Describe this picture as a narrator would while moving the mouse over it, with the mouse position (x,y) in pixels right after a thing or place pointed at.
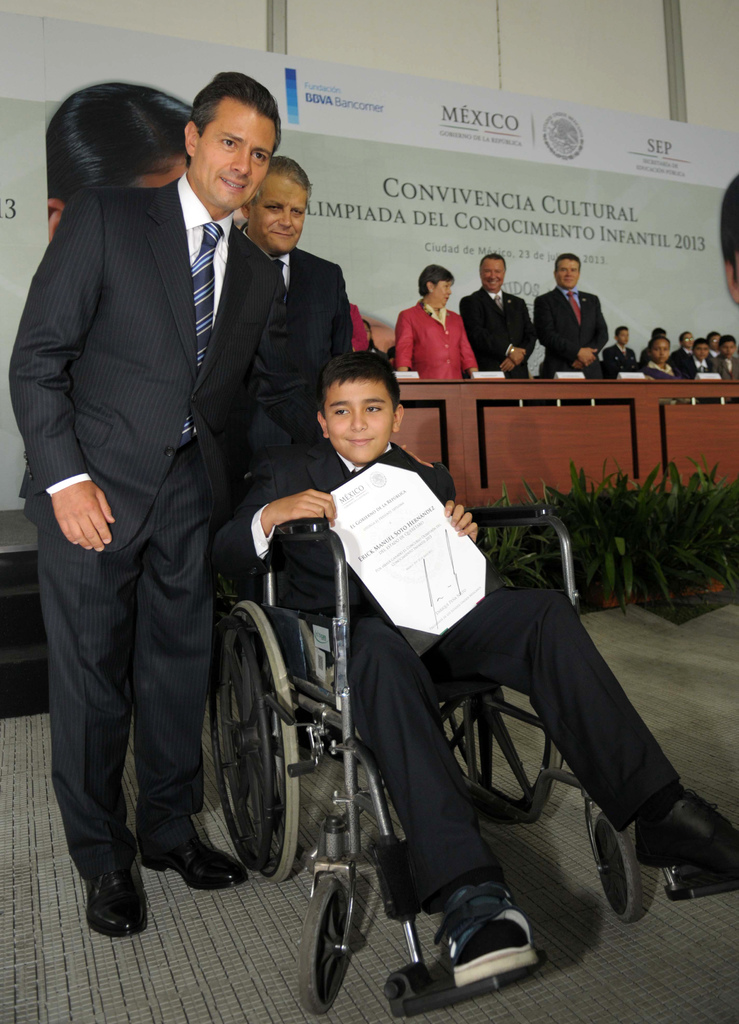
In this image we can see a boy (381,768) sitting on a wheelchair (373,781) holding a paper (392,587). We can also see two men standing on the floor (309,827). On the backside (607,363) we can see a group of people (593,371), the name boards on a table (490,416), some plants (636,526), a banner (59,148) with some text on it and a wall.
